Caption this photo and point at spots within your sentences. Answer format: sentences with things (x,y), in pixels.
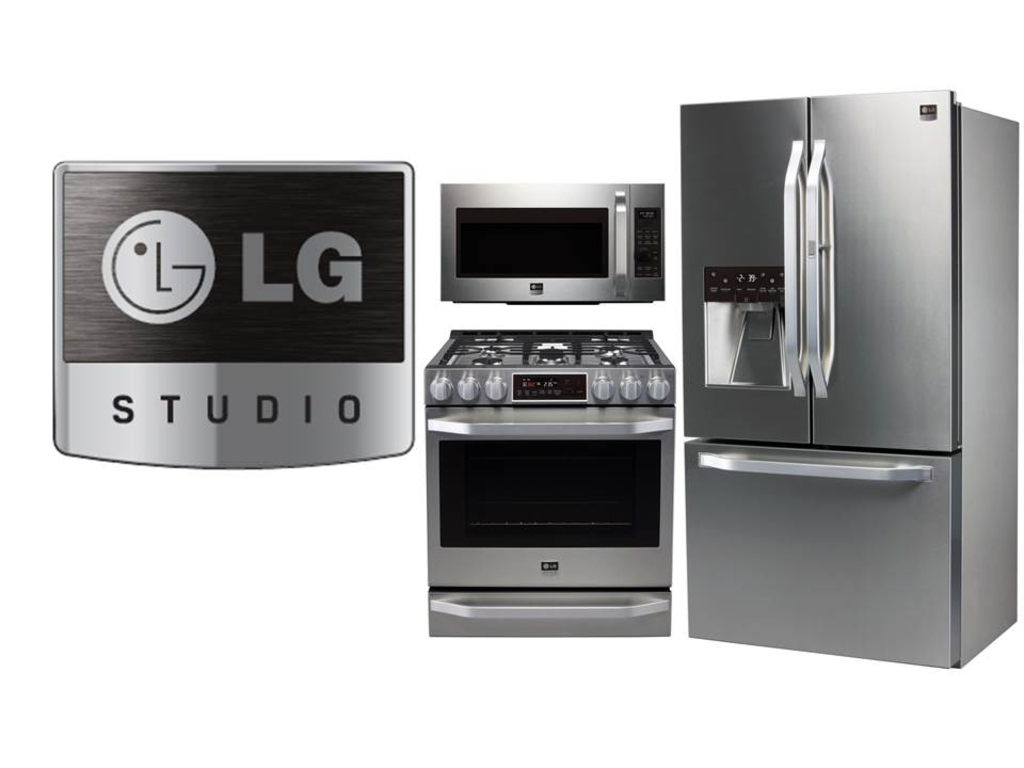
In this image we can see refrigerator (816,411), oven (576,407), stove (593,471) and a logo (287,307) with some text (196,424) written on it.
